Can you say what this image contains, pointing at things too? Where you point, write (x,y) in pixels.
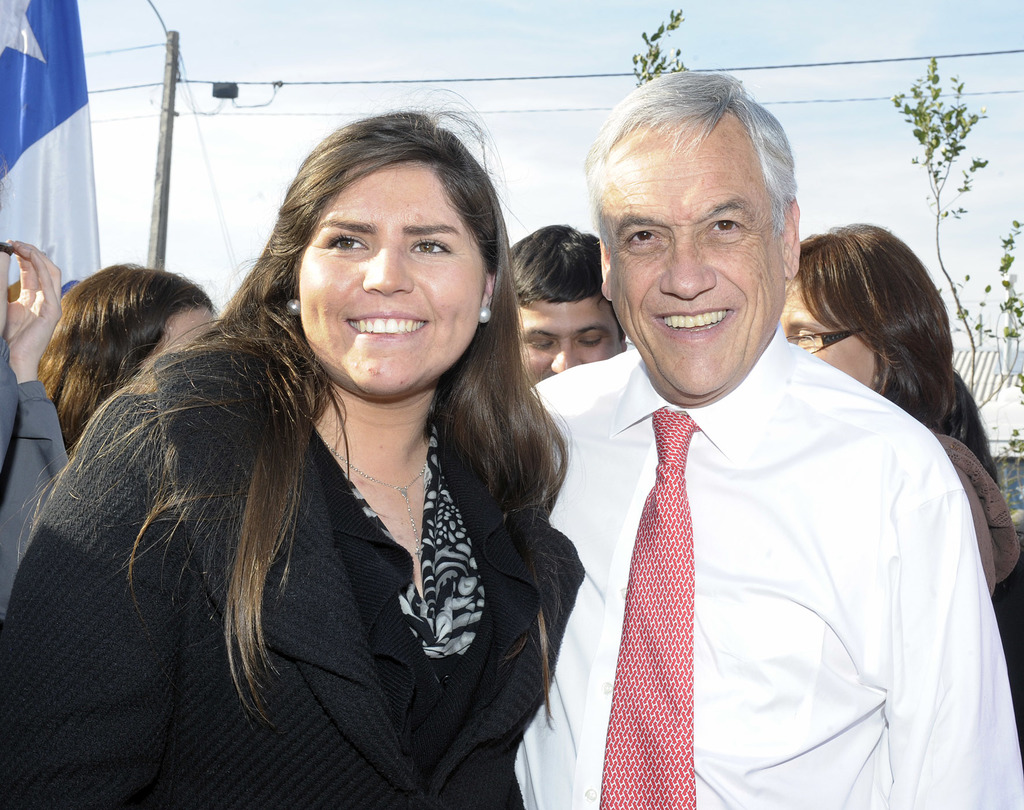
In this picture, we can see a few people (534,294), plants (937,78), poles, wires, some objects (60,146) on the left side of the picture (64,123), and we can see the sky (592,136).
